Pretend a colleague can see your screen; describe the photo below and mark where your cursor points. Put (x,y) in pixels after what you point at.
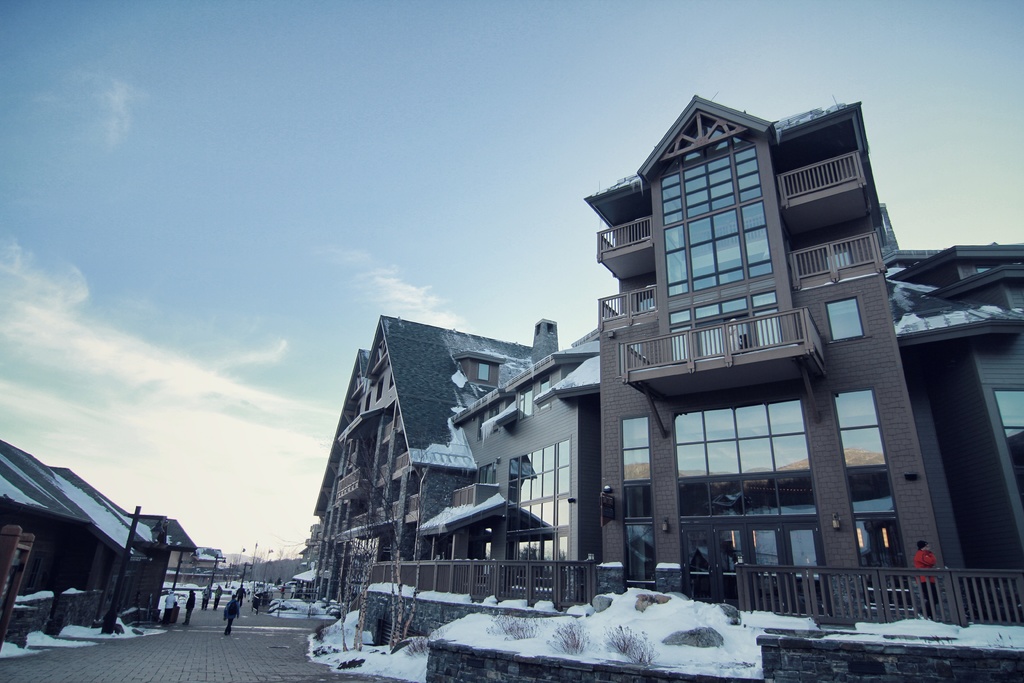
In this picture we can see building (634,244) covered with snow (370,639). There is some wooden fencing (877,616) and a person (921,608) is standing in this building (958,411). We can see a house (104,580) and a wooden object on the left side (91,577). There are few poles (118,580) on the path (6,664). Some people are visible on this path (17,670). Sky (123,434) is cloudy.
